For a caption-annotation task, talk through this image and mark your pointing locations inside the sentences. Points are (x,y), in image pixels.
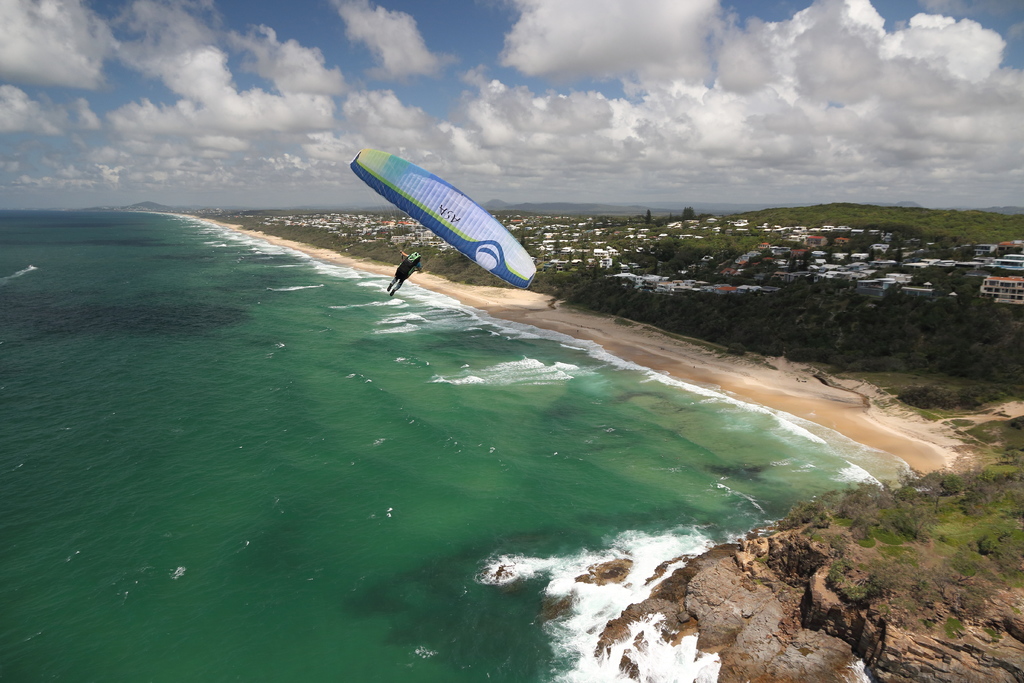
In the picture we can see an Aerial view of an ocean water (476,557), which is green in color and near to it, we can see sand surface (820,416) and a rock surface (609,641) and in the background (674,312), we can see trees (662,309), houses (818,253) and behind it, we can see a sky (358,147) and clouds (435,133), and in the air (264,179) we can see a paraglider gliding with a person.
